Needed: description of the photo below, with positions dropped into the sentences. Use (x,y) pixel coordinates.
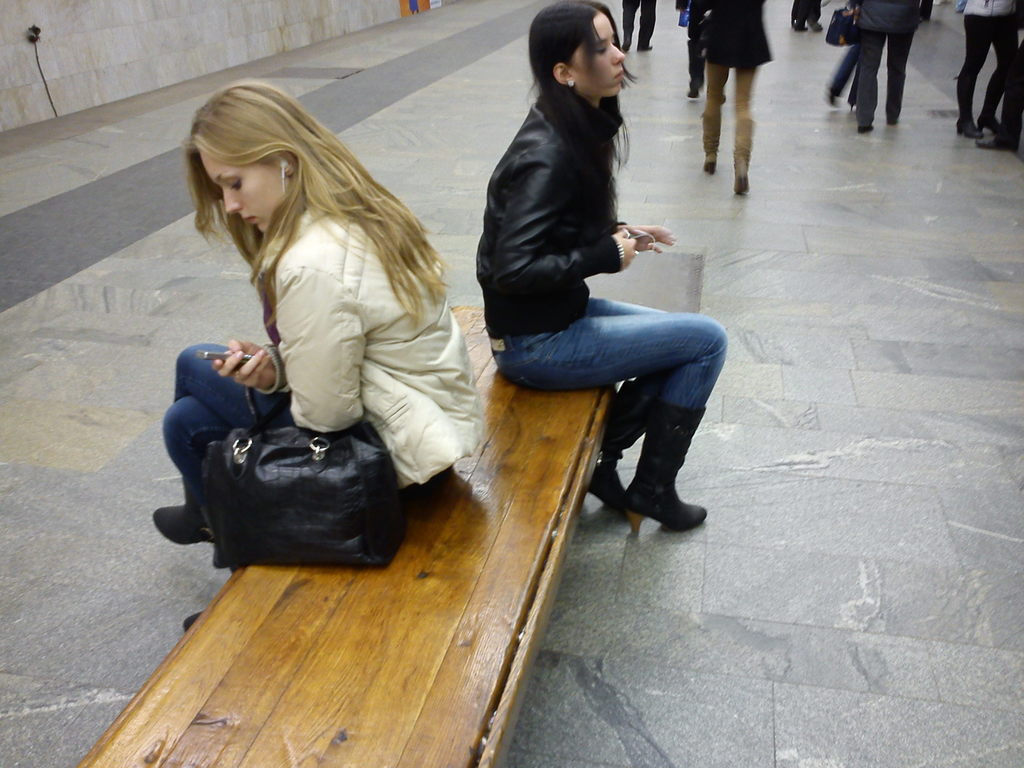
The image is indoors. In the image there are two women's (414,416) sitting on bench (565,444) one woman (315,416) is holding a mobile (246,355) on her hands (262,357). In background (889,8) there are group of people (872,8) walking and we can also see a wall (168,17).
